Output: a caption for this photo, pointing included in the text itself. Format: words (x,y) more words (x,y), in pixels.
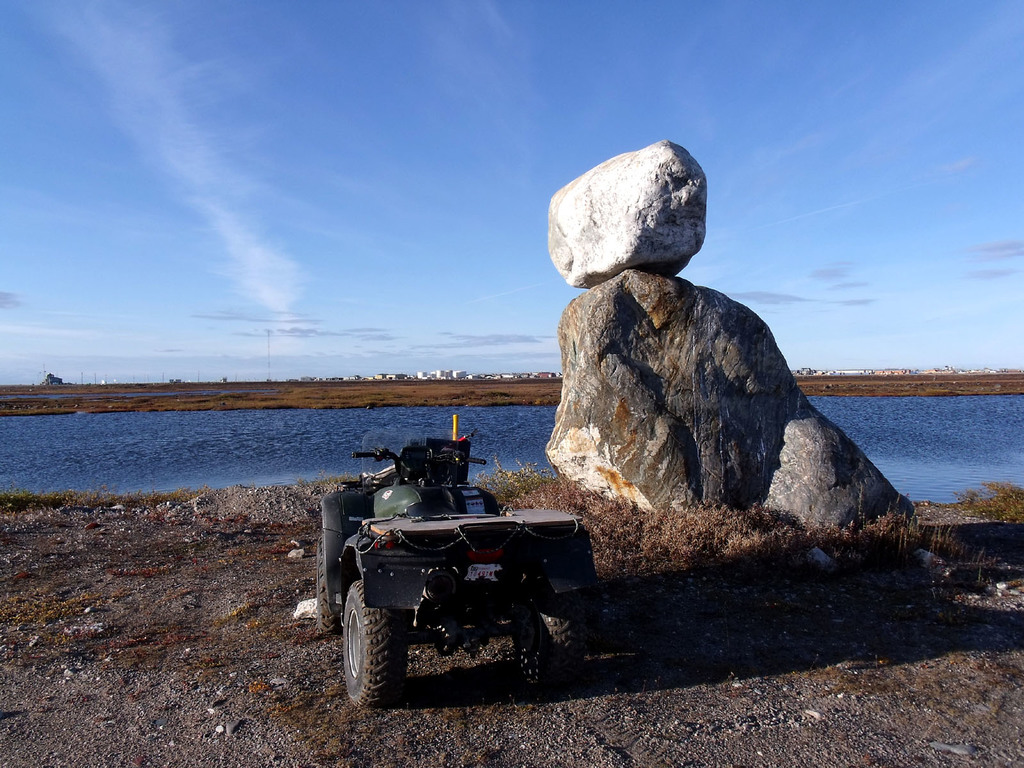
At the bottom (444,561) we can see a vehicle (444,551) and rocks (653,349) on the ground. In the background (353,450) there is water (339,416), buildings (370,379), poles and clouds (212,122) in the sky (11,179).
